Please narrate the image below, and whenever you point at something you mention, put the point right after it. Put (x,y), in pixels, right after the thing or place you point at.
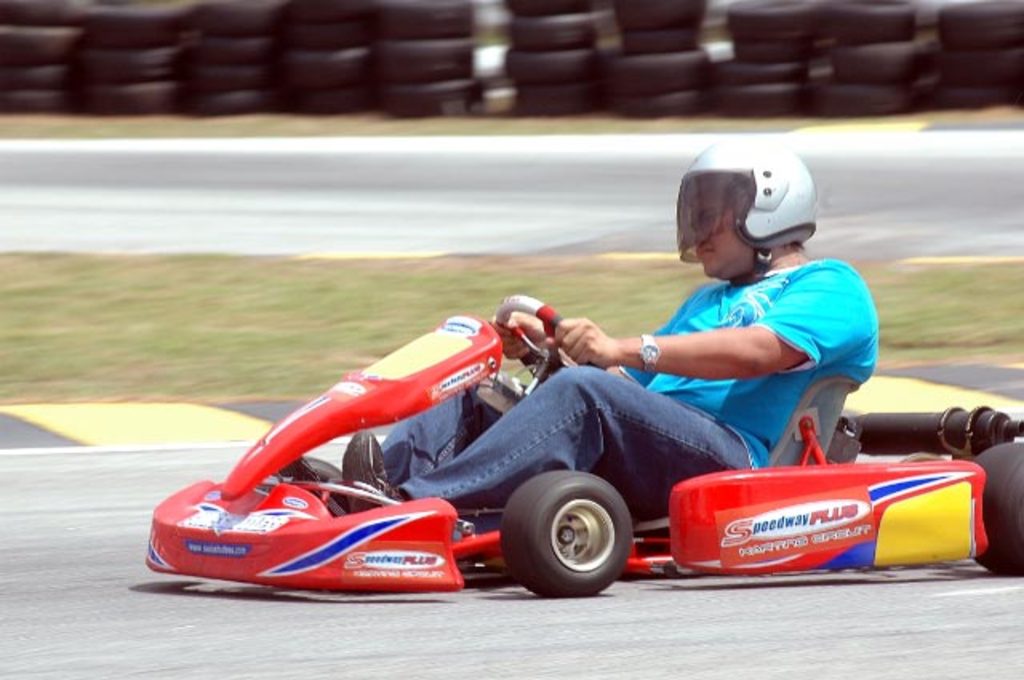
As we can see in the image there is a man (766,227) wearing helmet (769,236), sky blue color shirt (781,303), blue color jeans (643,406) and riding a cart (522,378).
